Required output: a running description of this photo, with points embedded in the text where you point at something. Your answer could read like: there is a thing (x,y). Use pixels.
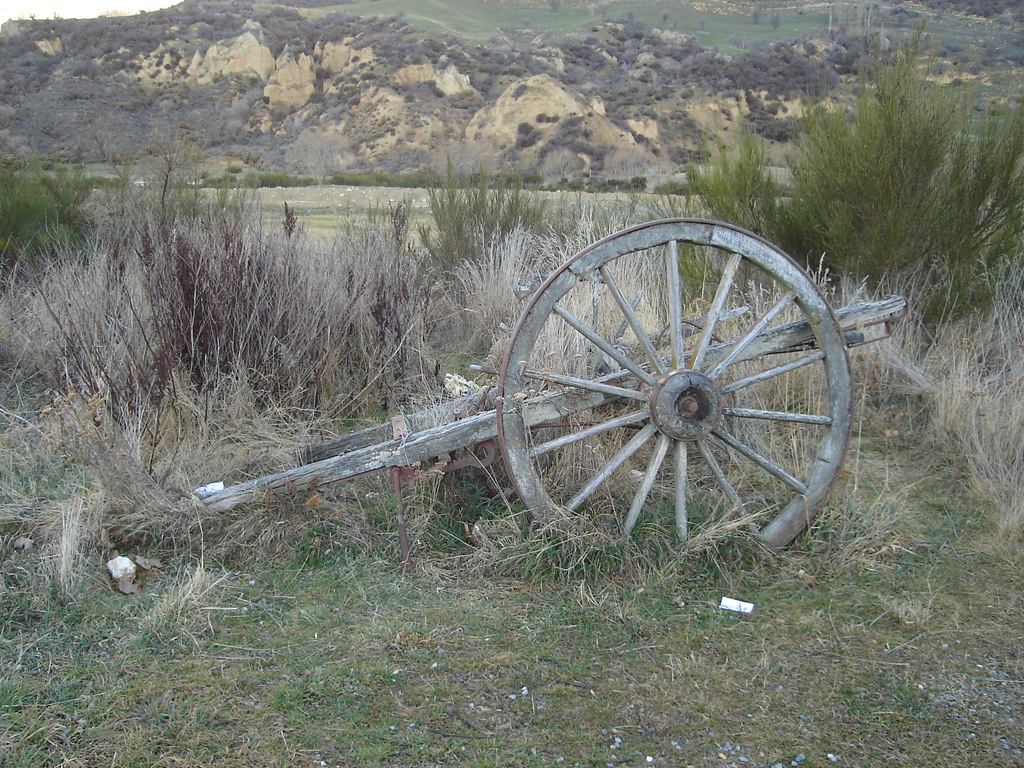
In this image I see a cart (492,447) over here and I see the grass (478,331) and the plants (256,259). In the background (83,108) I see the mountains (208,94).
